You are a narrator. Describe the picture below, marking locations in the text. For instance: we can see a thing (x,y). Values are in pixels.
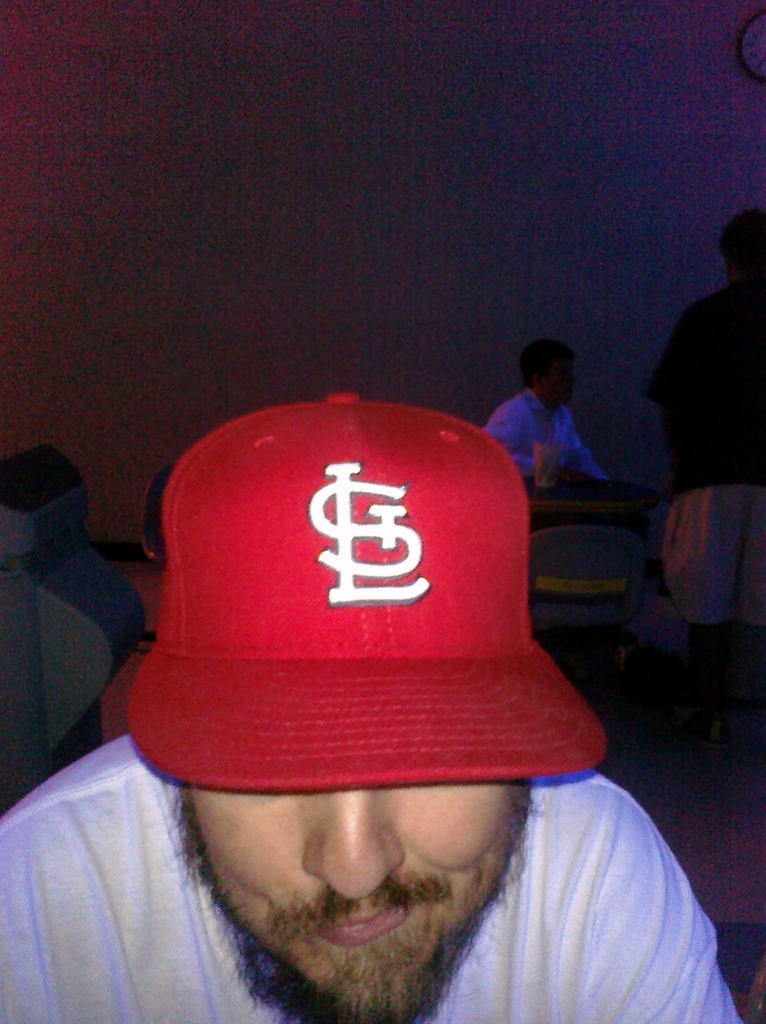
In this image we can see three people (678,406) in a room (611,414), a person (518,629) is wearing a red color hat (391,636) and in the background (617,538) there is a chair (595,551) and a table (573,483), on the table (578,494) there is a glass (552,469) and a clock (765,21) attached to the wall (567,73).
